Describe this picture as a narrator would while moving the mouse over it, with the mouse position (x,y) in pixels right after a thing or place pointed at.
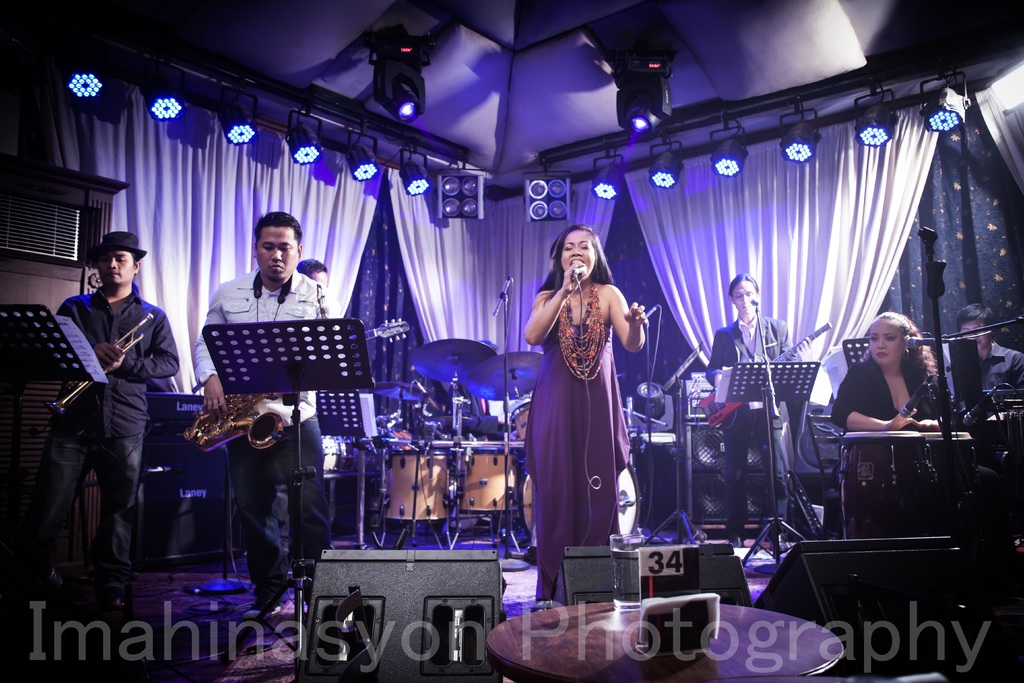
In the image I can see some people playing some musical instruments (863,533) and also I can see a girl (618,443) who is holding the mic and behind there are some other things (436,406) and some lights (237,123) to the roof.
